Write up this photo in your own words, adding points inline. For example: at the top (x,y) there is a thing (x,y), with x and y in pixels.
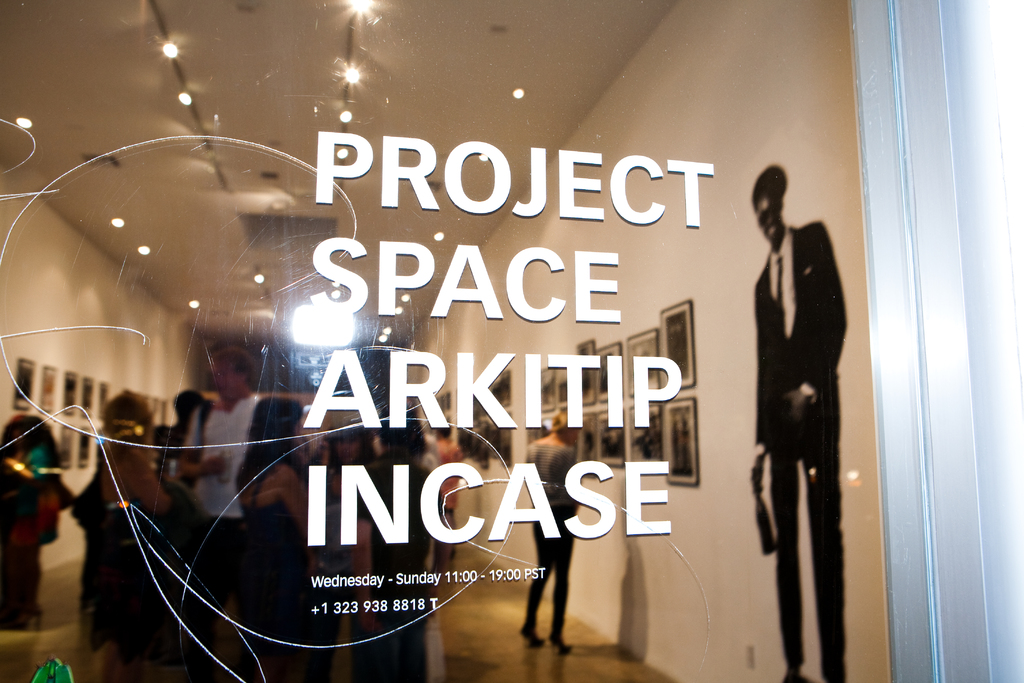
In this image in front (406,519) there is a glass window (437,315) and there is some text (550,533) written on the glass window (560,129). Through glass window (374,384) we can see people (386,577) standing on the floor (502,659). There is a wall (600,303) with the photo frames (669,314) on it. On the top of the image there are lights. On the right side of the image (813,262) there is a depiction (802,445) of a person (814,237).
